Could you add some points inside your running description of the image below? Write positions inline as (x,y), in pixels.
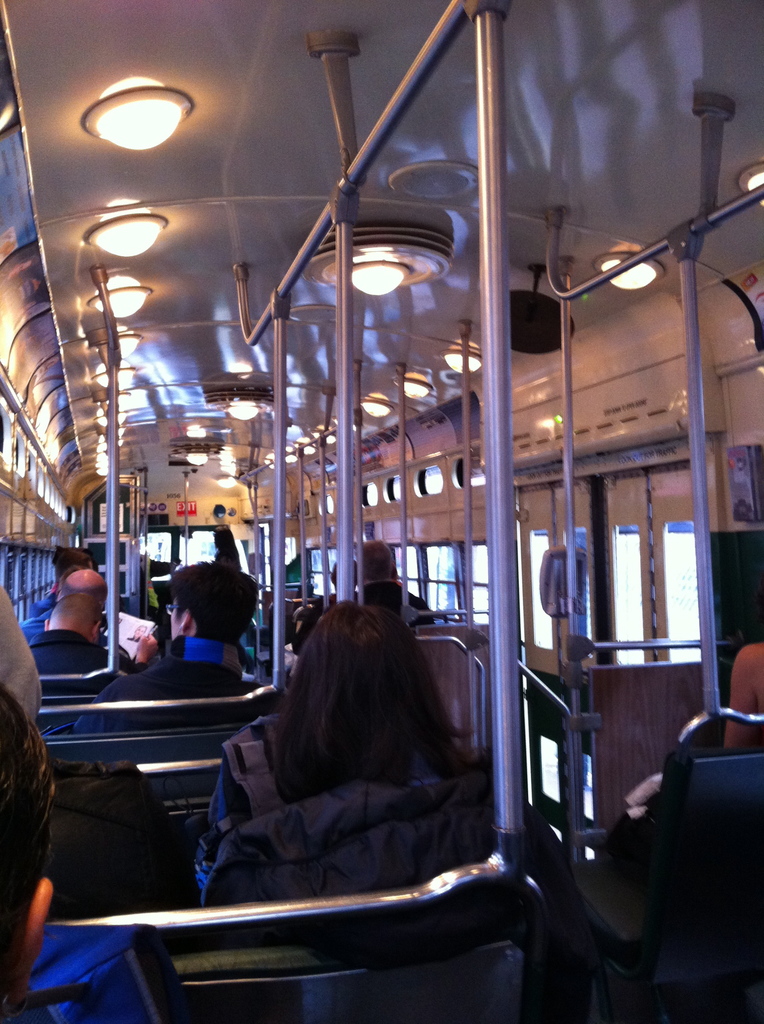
In the picture I can see people (270,813) are sitting in a vehicle (213,330). This is an inside view of a vehicle (459,687). Here I can see lights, metal rods (405,485), windows (416,548) and some other objects (391,453).
